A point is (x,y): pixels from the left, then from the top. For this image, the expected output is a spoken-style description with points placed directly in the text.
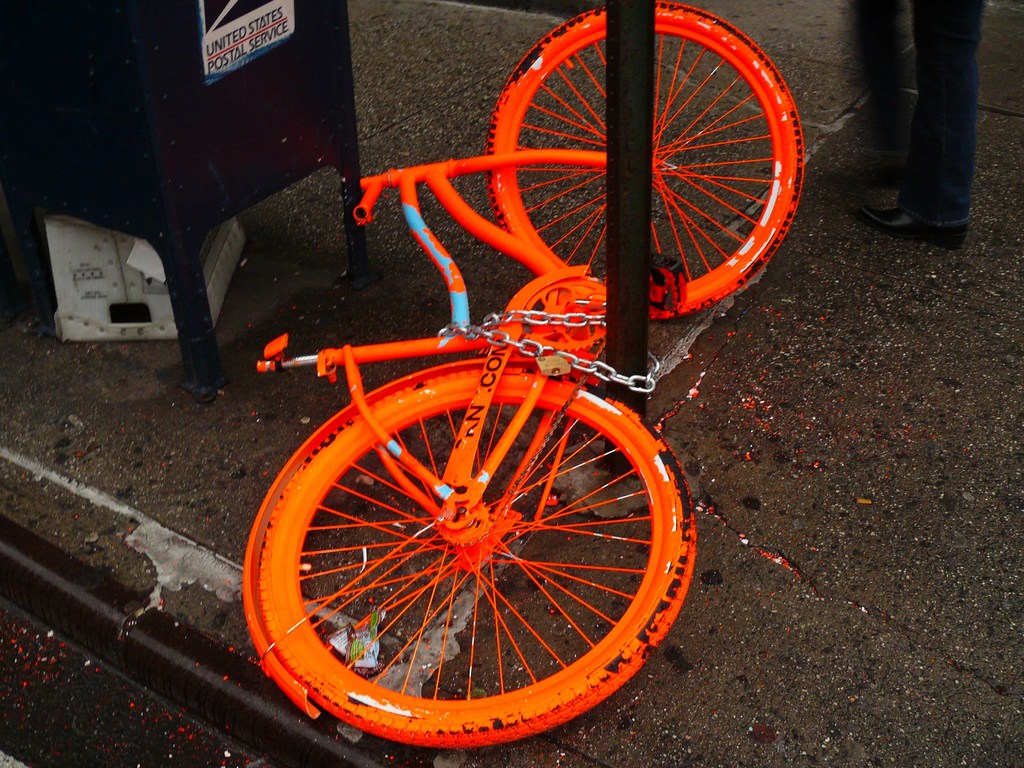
In this picture I can see an orange color bicycle (633,422), there is a chain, a pole (617,390), there is a person (864,73) standing and there are some objects (171,242).
